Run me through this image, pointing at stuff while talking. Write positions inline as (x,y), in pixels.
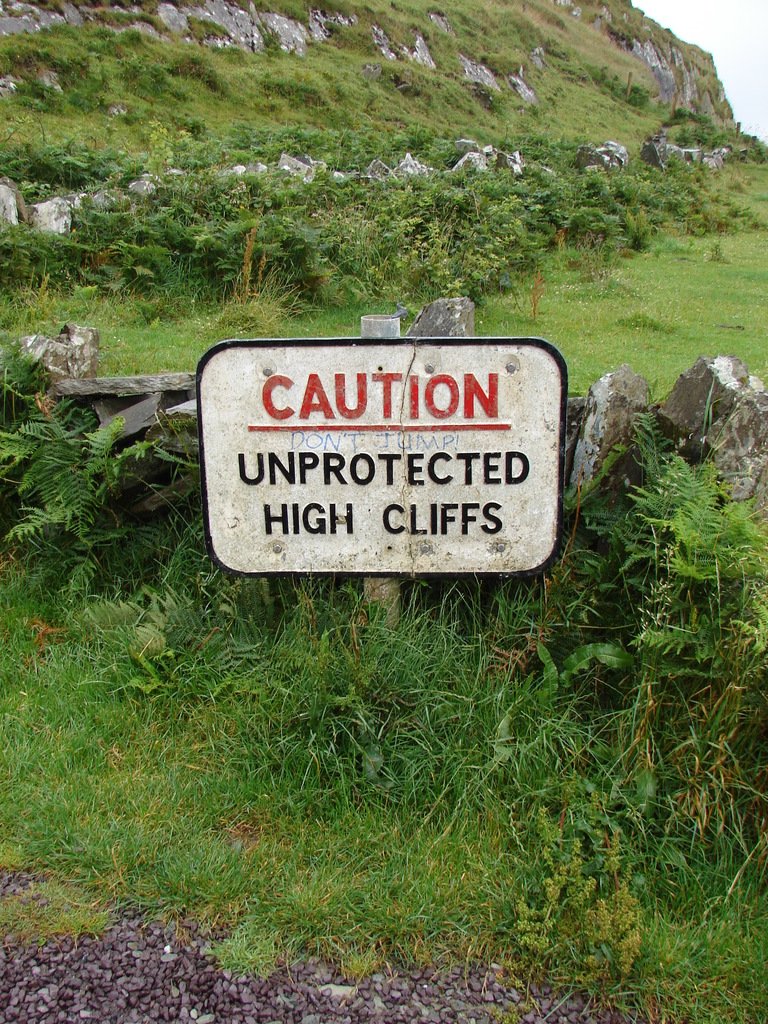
This image consists of a mountain (217,129) along with trees (336,241) and rocks (145,181). At the bottom (308,686), there is green grass (255,646) on the ground (377,627). And we can see a board (514,508) in white color.
